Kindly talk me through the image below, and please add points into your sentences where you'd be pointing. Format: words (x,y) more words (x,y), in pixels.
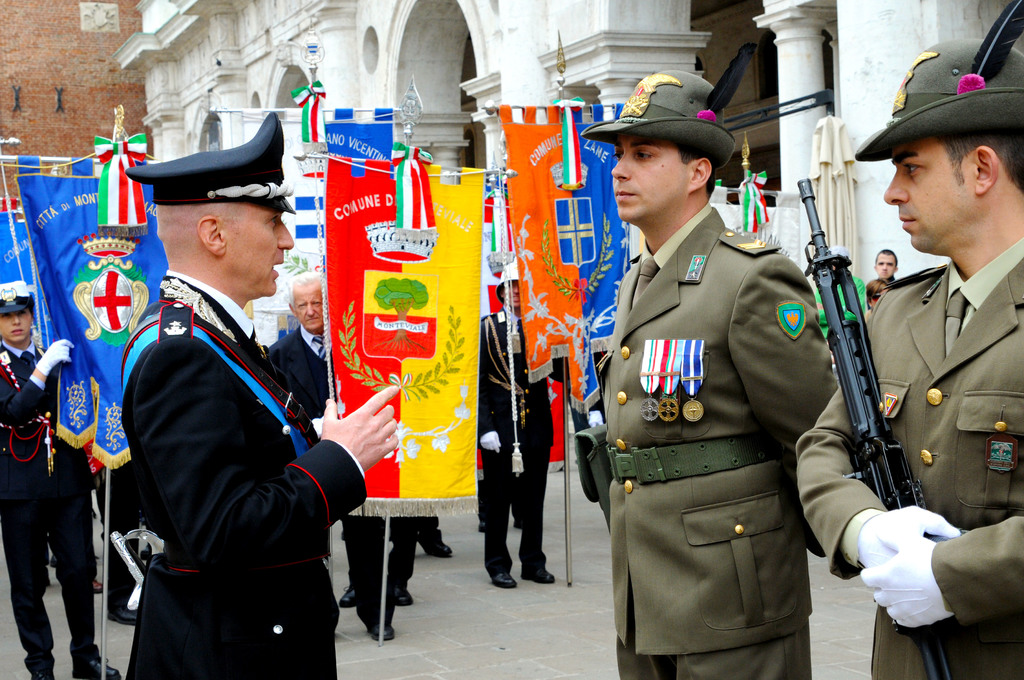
In this image we can see one building (53,74) with pillars (333,50), three objects (90,18) attached to the wall (18,42) on the left side of the image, one white object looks like an umbrella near the building pillar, some people (50,395) are standing, few people (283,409) are walking, some people (879,313) wearing caps (7,310), some people (11,346) are holding objects (851,376), one man (994,423) holding a black object (834,265) looks like a gun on the right side of the image (978,423), some flags (469,225) with poles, some ribbons (406,171) attached to the poles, one man (314,496) talking on the left side of the image (215,521), some text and images (402,431) on the flags (459,402).
